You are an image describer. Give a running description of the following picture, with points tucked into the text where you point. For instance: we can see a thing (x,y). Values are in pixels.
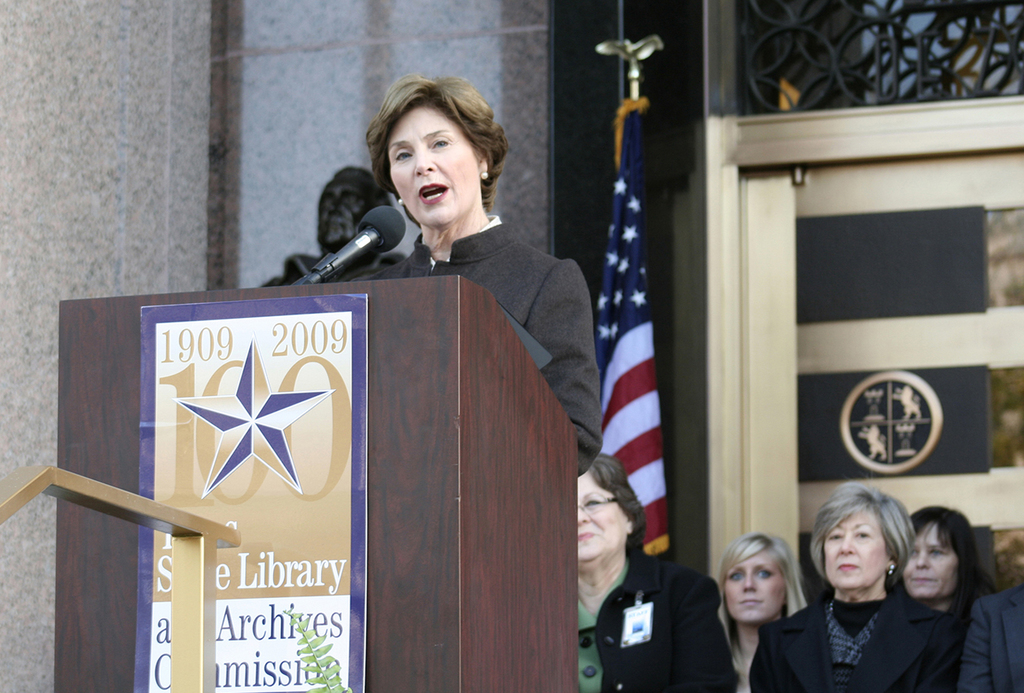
In this image I can see a person (451,244) standing wearing black color dress (551,267). I can also see a microphone (394,239) and a podium (397,314), background (917,639) I can see few persons (935,639) sitting, a flag (649,373) in blue, white and red color and I can see wall (299,110) in brown color.
